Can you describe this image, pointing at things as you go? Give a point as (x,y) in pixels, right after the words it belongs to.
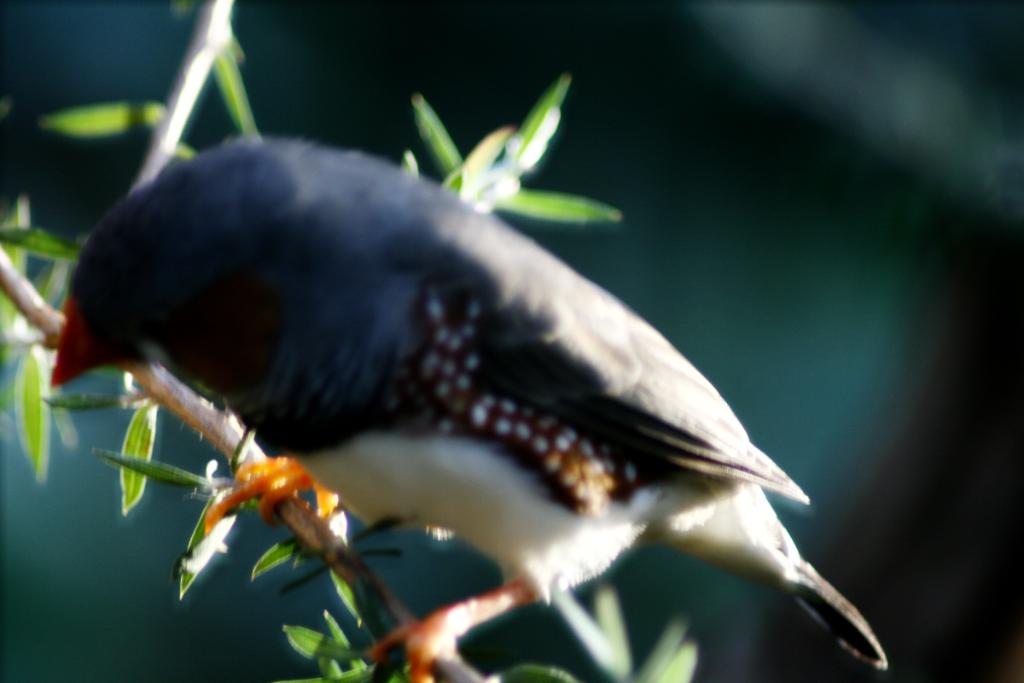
In this picture there is a bird (243,340) standing on the tree branch (386,601). At the back (385,581) the image is blurry.
